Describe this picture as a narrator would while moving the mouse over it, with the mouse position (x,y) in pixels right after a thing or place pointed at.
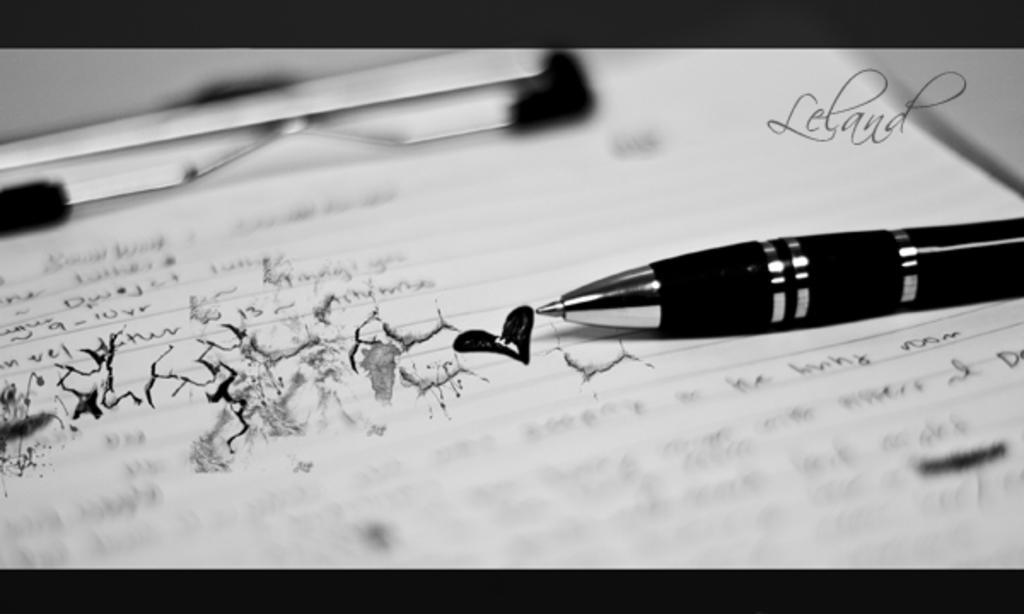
In this image we can see a paper (450,472) on the pad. There is a pen (780,306) on the paper (807,331). There is some text (784,123) written on the paper (729,119).
